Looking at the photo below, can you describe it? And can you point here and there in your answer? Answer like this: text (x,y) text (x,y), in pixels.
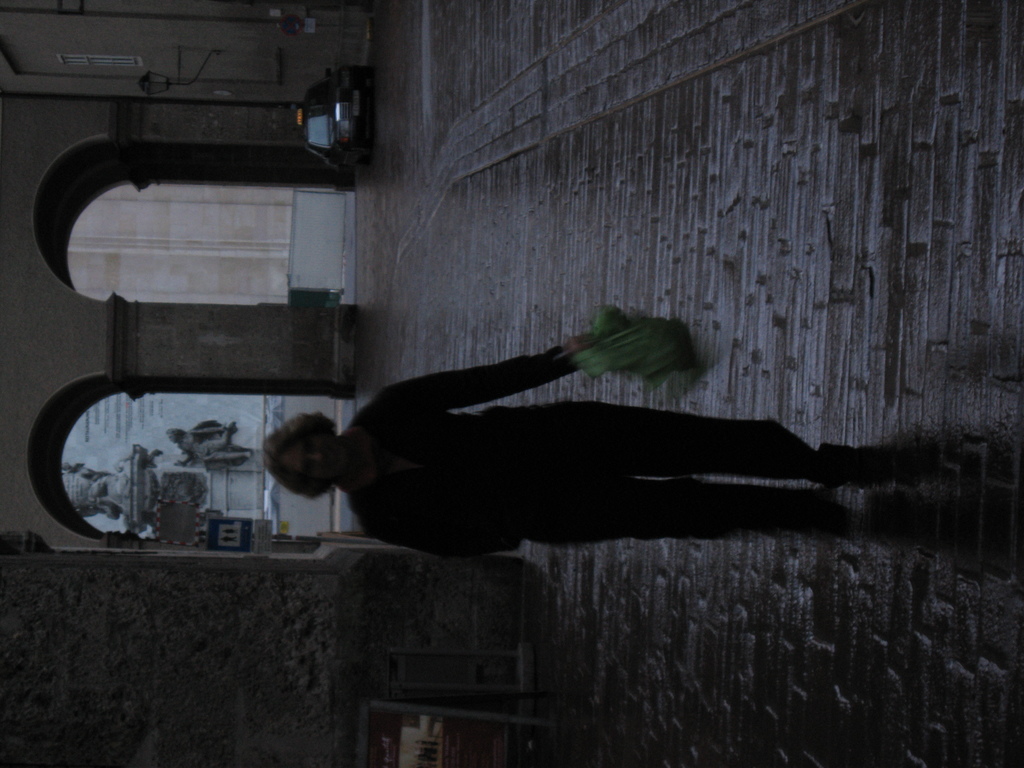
In this image we can see a person (593,487) walking on the road (613,389). And we can see the building (237,289). And we can see the arches (248,127). And we can see the vehicles (327,94).
